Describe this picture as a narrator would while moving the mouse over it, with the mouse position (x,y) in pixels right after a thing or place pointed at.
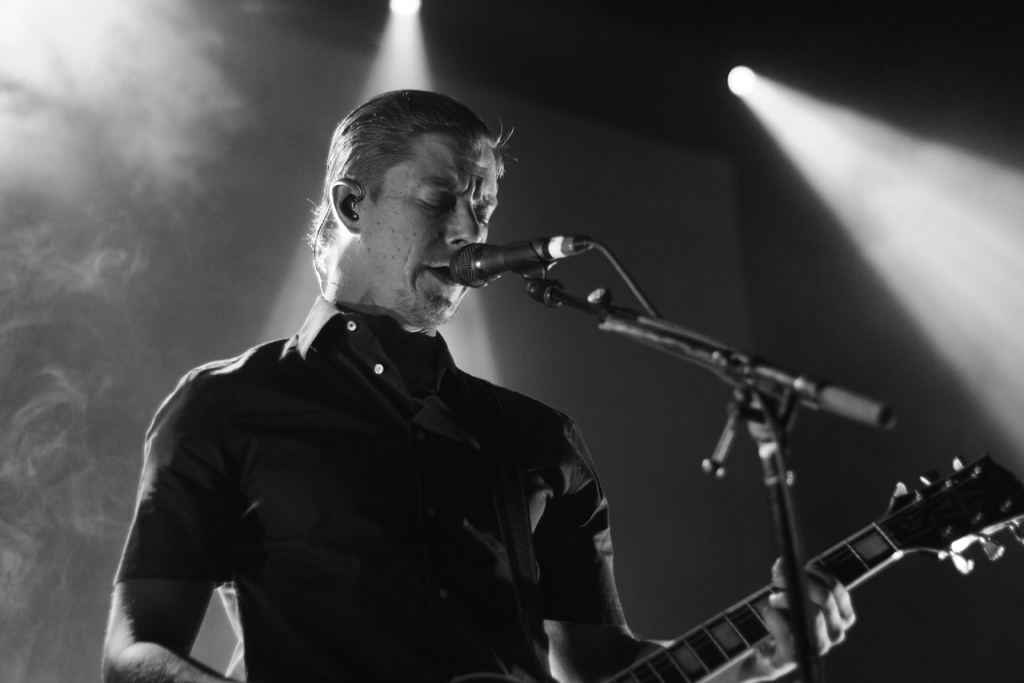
In this image I can see a man (183,479) is holding a guitar (959,468). Here I can see a mic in front of him.
